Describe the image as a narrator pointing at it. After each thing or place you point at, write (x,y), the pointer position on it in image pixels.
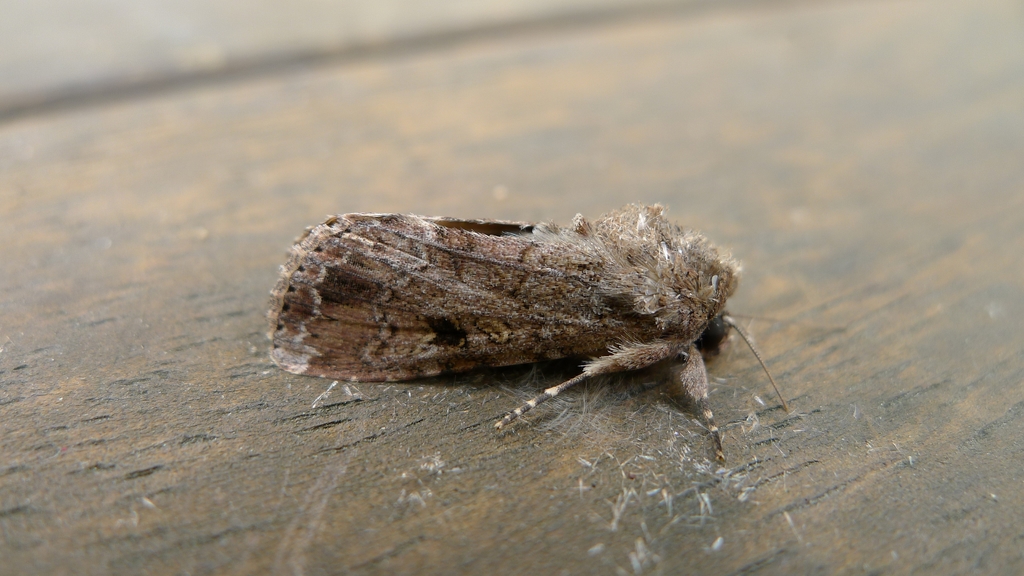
As we can see in the image there is an insect (497,303) on wooden surface (433,455).
